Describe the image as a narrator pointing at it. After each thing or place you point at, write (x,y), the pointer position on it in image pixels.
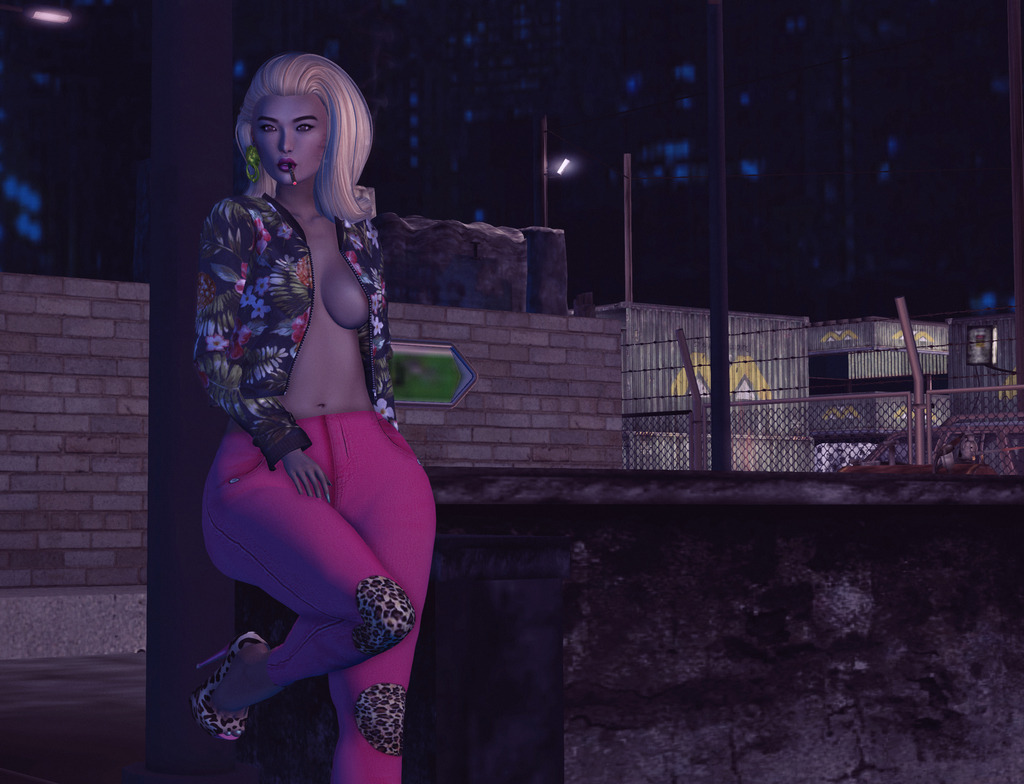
In this image there is a mannequin (347,556). There is a wall (821,682). There is fencing (975,417). There is a building (823,172) in the background (525,152). There is a street light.
